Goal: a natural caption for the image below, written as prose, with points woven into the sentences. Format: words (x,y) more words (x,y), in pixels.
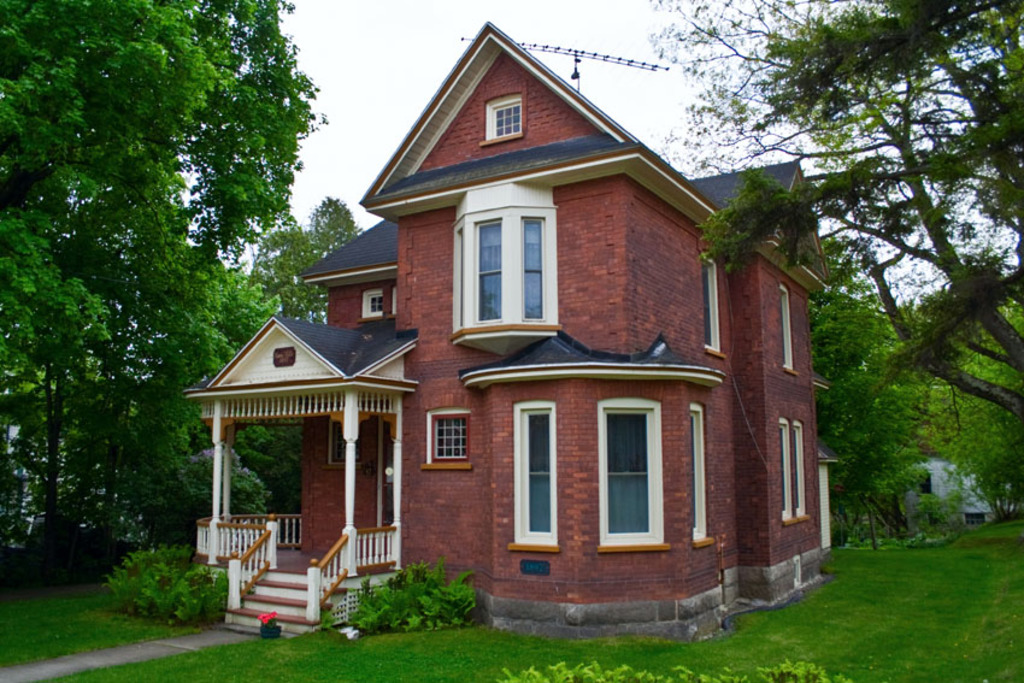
this is completely an outdoor picture. Here we can see a beautiful house (619,331) with red colour bricks (637,305). These are the windows (603,524). These are the stairs (292,598). On the right side of the picture (970,177) we can see trees (970,397) and on the left side (110,236) also. At the top of the picture (551,35) we can see sky (356,71). This is a grass (889,608). this is a path (182,647) to the house (279,591). These are the plants (172,597) which are near to the house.
